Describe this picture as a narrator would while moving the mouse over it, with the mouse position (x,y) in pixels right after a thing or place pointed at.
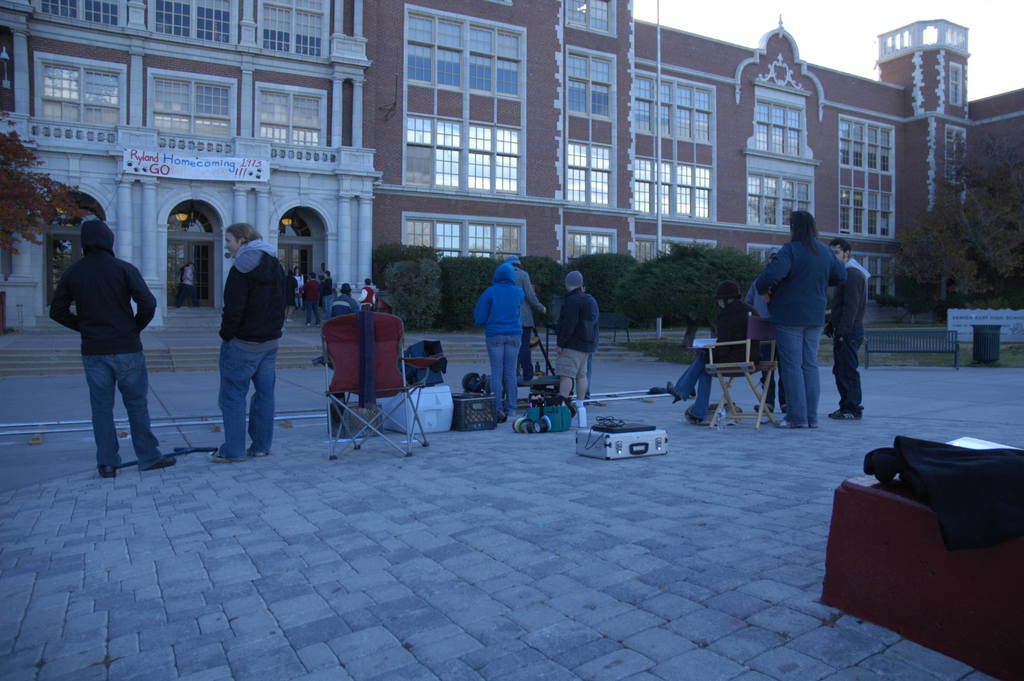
In the picture we can see some people (839,287) are standing on the path (346,581) and with some things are placed on it and far away from them we can see some plants (738,253) and behind it we can see buildings (984,119) with windows (422,74) and glasses (300,133) to it and near to the building (922,204) we can also see grass surface (1000,361) on it we can see a bench (922,343) and a tree (1010,269) and behind the house (721,77) we can see a sky (754,24).
